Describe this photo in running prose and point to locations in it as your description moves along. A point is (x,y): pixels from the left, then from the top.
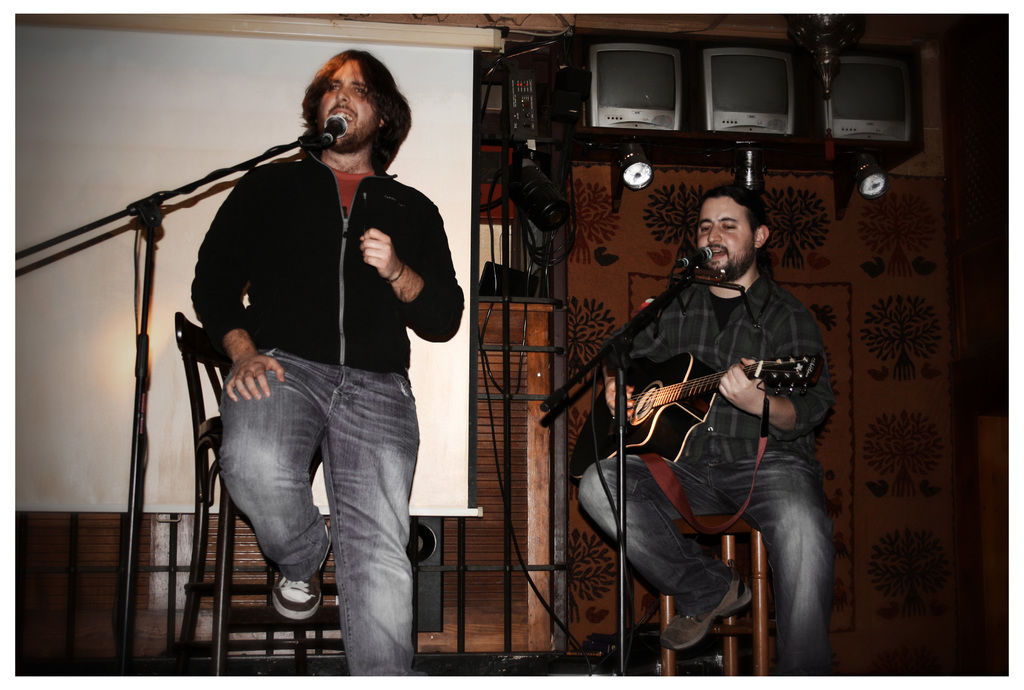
There is a person (381,489) sitting on a chair (218,633) and he is singing on a microphone (320,140). Here we can see a person (748,193) sitting on a chair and he is on the right side (823,562). He is holding a guitar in his hand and he is singing on a microphone (701,254). In the background (610,93) we can see televisions (890,63) and lights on the right side (899,83).
